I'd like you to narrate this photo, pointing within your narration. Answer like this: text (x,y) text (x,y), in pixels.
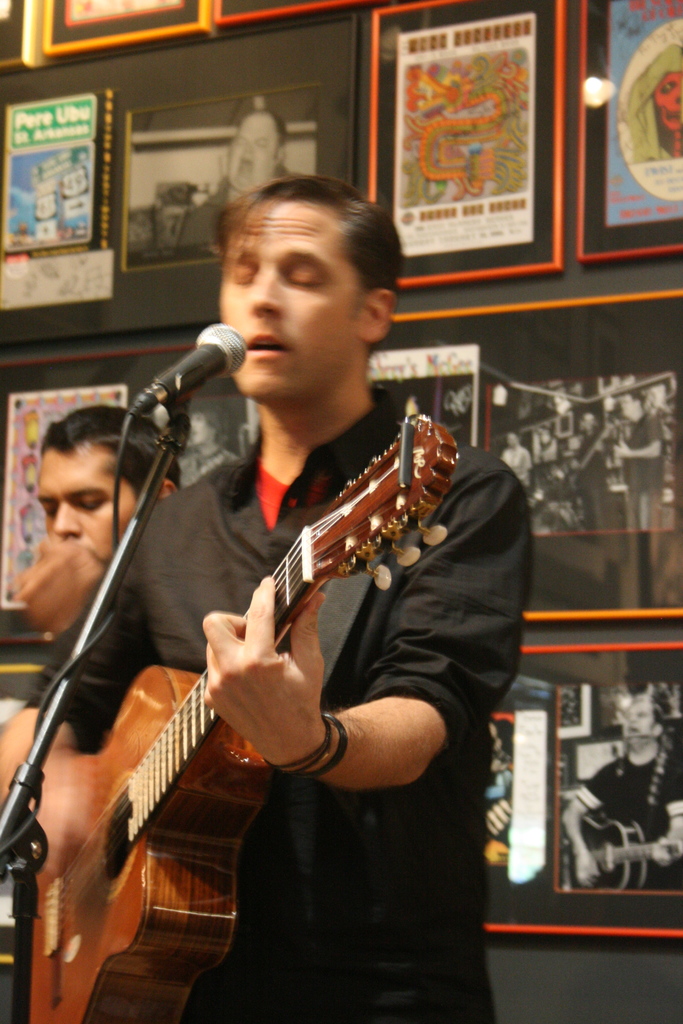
In this image i can see a man (277,695) is playing a guitar (180,755) in front of a microphone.
